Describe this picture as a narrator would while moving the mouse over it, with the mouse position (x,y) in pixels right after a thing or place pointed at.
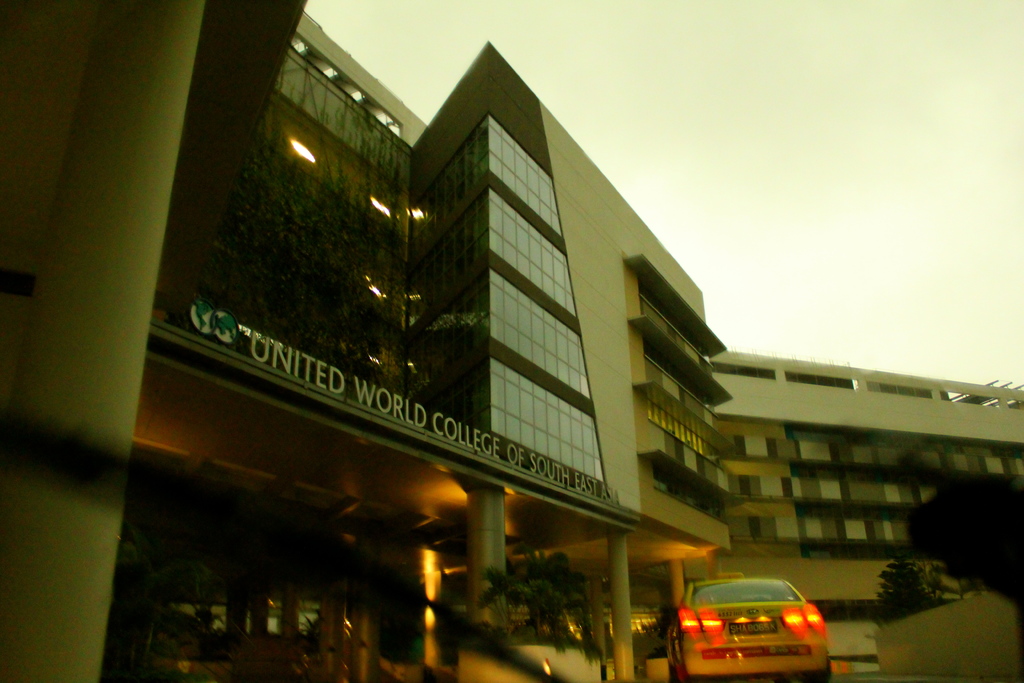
Here in this picture we can see buildings (154,308) present all over there and in the front (537,563) we can see plants (536,638) and trees (206,591) present here and there and on the road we can see a taxi (759,609) present and we can see windows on the buildings (734,570) here and there.
